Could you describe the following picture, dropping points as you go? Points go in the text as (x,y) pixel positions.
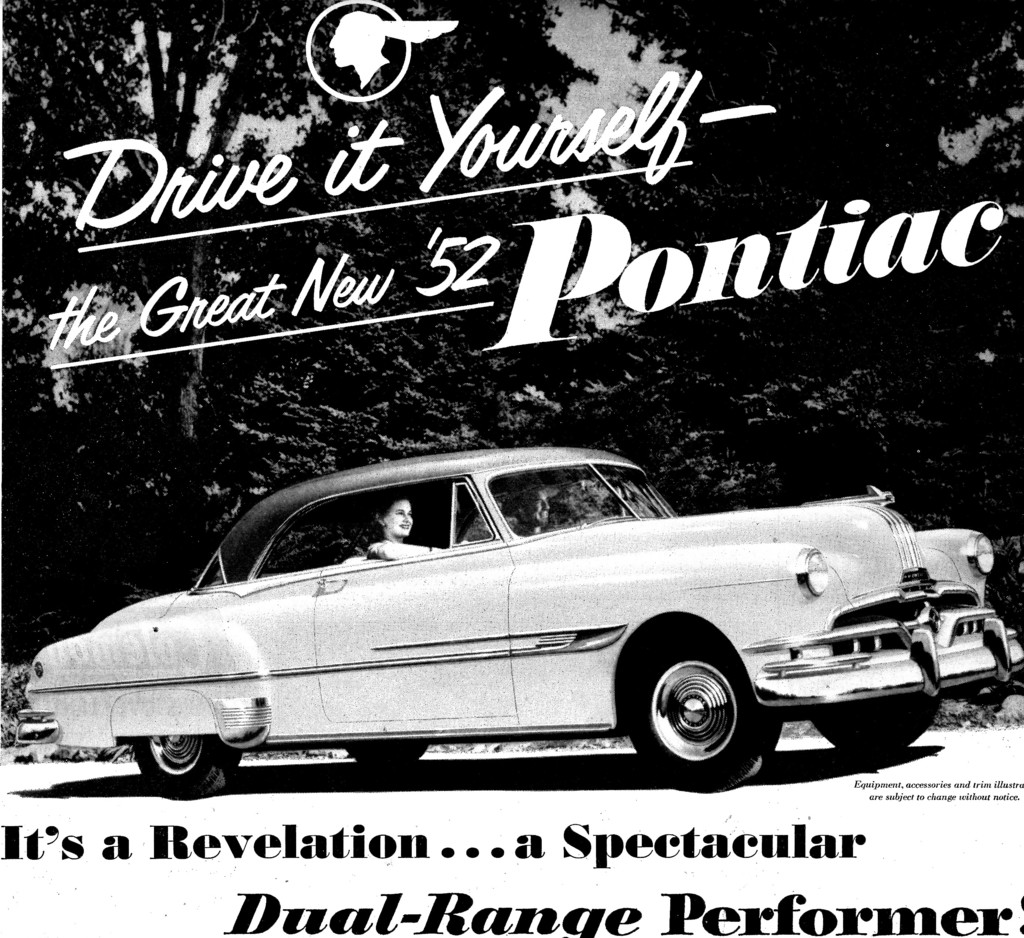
In this image we can see two persons (535,523) in a car (298,602). Behind the car (343,627) we can see a group of trees (664,29). At the top (312,296) we can see the sky (669,58) and the text (578,123). At the bottom (793,838) we can see the text (366,936).
